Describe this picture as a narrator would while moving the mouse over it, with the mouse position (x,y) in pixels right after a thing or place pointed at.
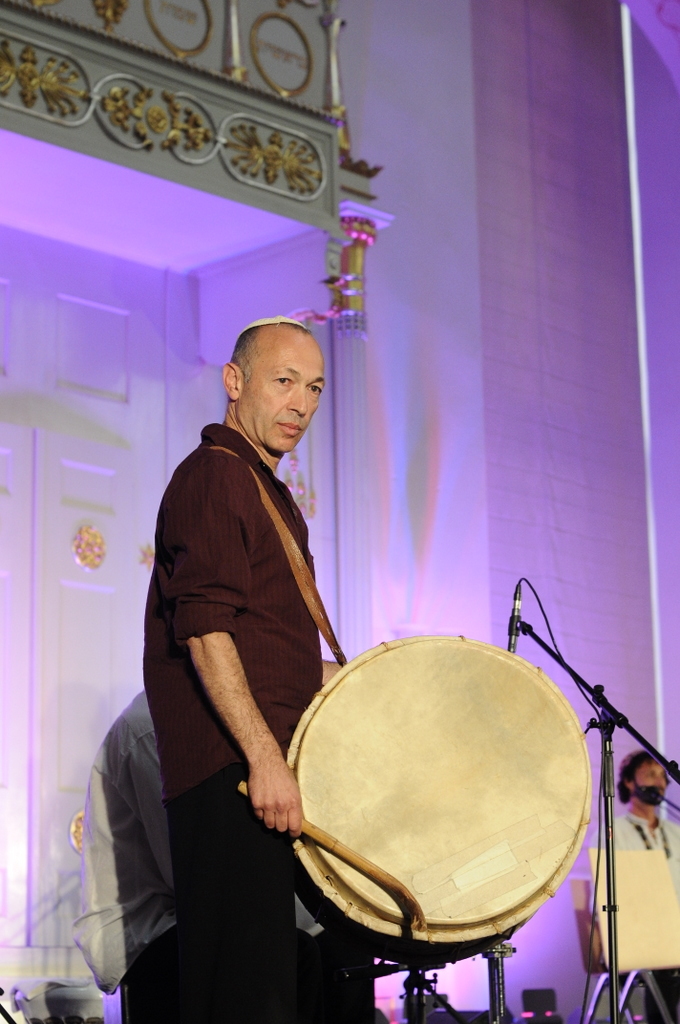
In this picture we can see a person (299,385) standing on a stage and playing drums (447,744), here is the microphone (516,626) and stand (554,657), and at right (627,837) a person (649,804) is standing, and here is the wall (469,438), and here is the door (108,471), and in front (146,747) here is the person (149,763) sitting.
